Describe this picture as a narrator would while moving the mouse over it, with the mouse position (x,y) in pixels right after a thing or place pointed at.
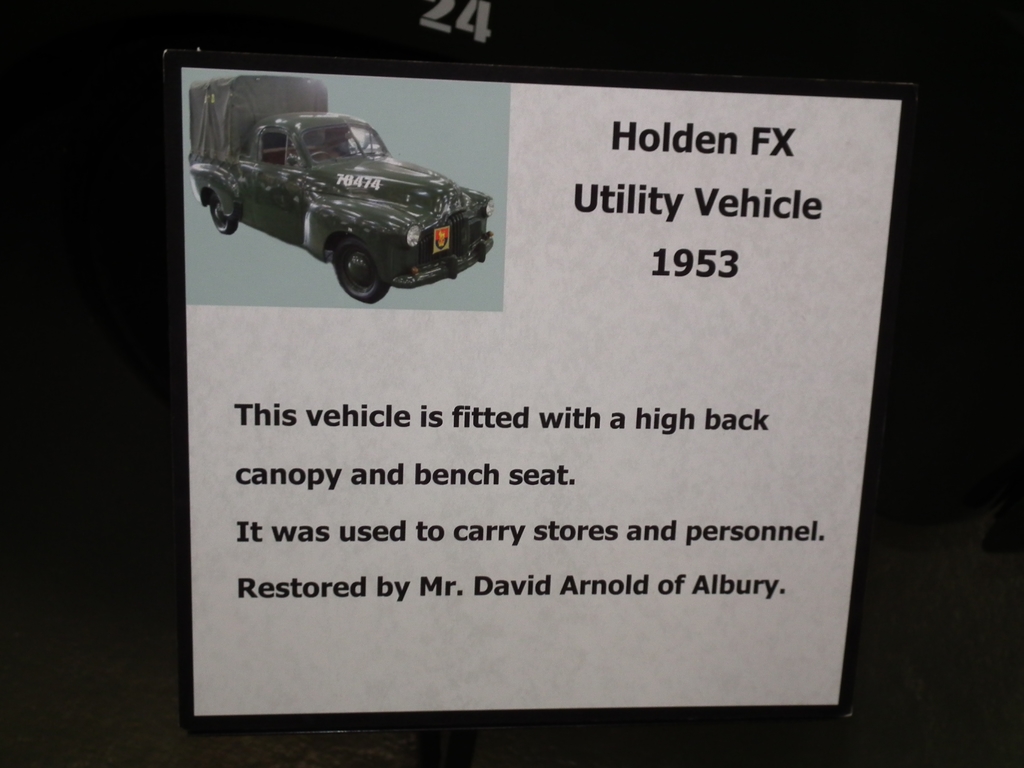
In the center of the image (525,372) we can see a board (526,360). On the board (524,360), we can see a poster (524,360). On the poster (518,360), we can see a vehicle (437,233) and some text (645,422). At the top of the image (485,28), we can see two numbers (471,30). And we can see the dark background (907,492).
